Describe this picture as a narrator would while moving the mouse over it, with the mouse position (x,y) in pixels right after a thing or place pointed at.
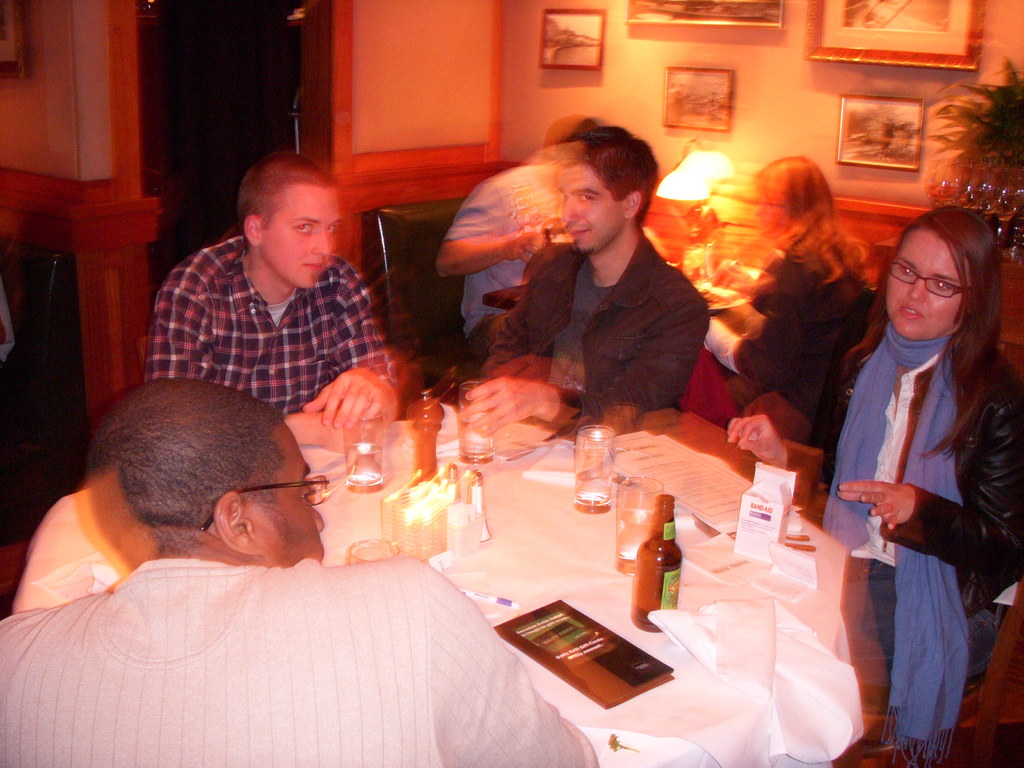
In the image we can see there are people (243,347) who are sitting on chair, in front of them there is a table (512,573) on which there are glasses (350,440) and bottle (658,590) and a book (611,646) and at the back (546,235) there are people (510,205) who are sitting and they are eating and there is wall (619,66) on which there are photo frames (904,36) kept.
